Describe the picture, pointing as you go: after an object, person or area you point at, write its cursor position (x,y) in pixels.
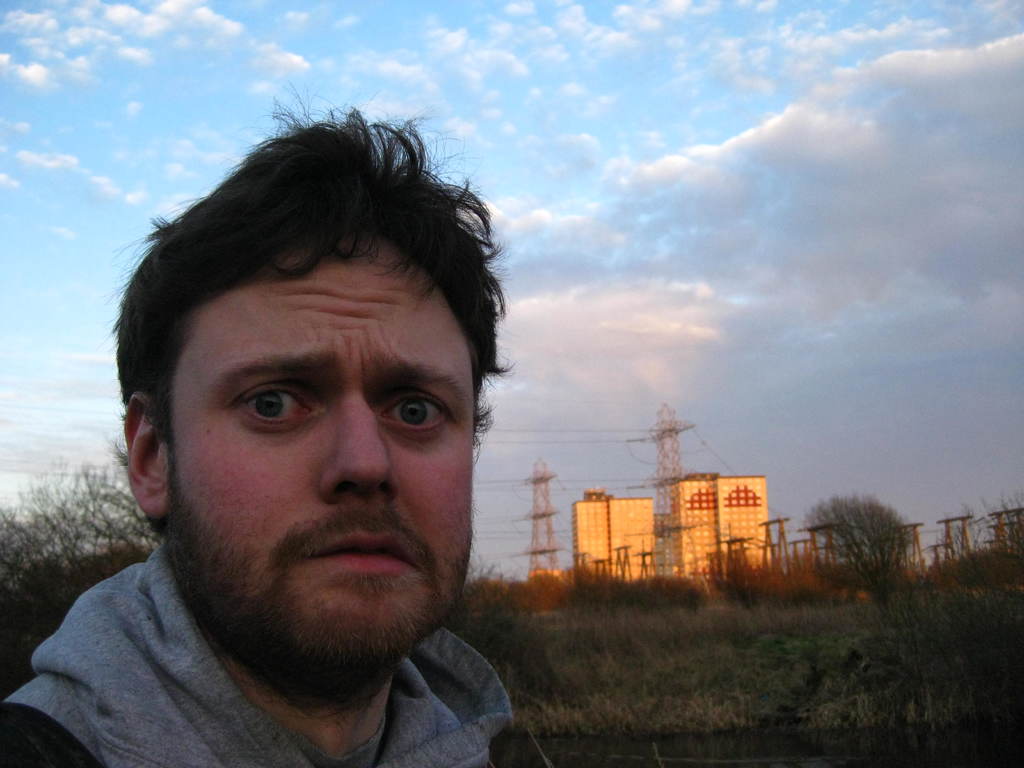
In this picture we can see a man (163,382), grass (712,659), trees (83,506), buildings (629,528), towers (541,489) and in the background (795,370) we can see the sky (505,134) with clouds (840,228).
